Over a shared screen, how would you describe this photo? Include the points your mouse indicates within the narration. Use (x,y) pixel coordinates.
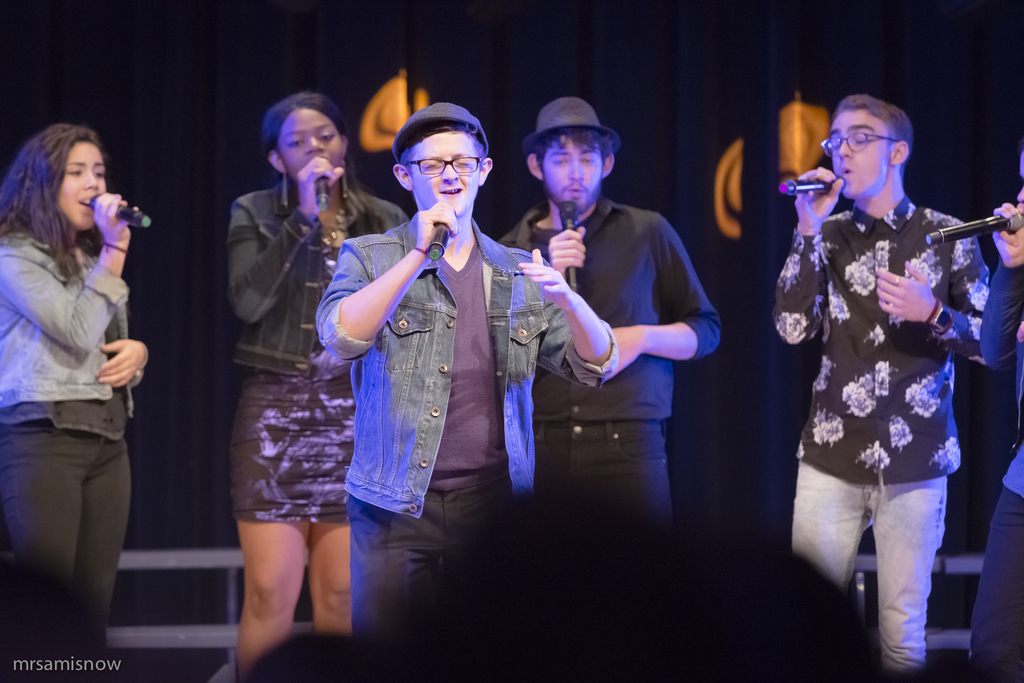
Here men (592,363) and women (284,321) are holding microphone (574,215).
